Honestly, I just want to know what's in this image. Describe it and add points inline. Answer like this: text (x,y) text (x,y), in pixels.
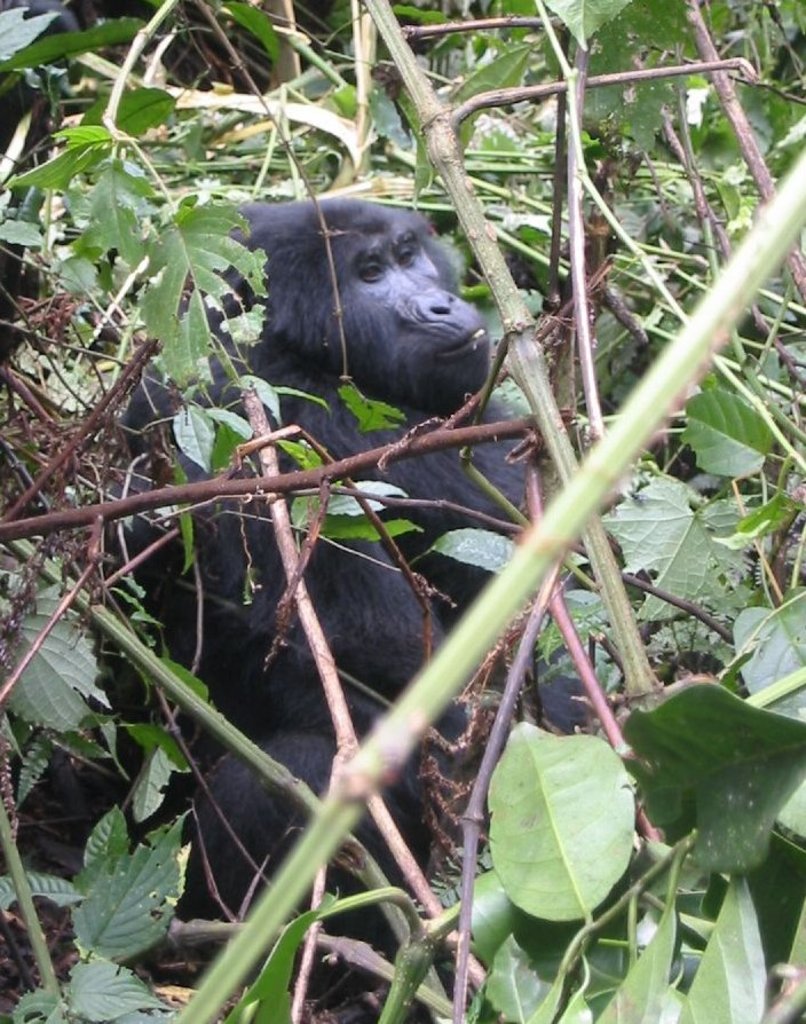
In this image, I can see a gorilla (374,347). These are the trees (659,206) and plants (659,206) with leaves (322,903) and branches (87,562).
